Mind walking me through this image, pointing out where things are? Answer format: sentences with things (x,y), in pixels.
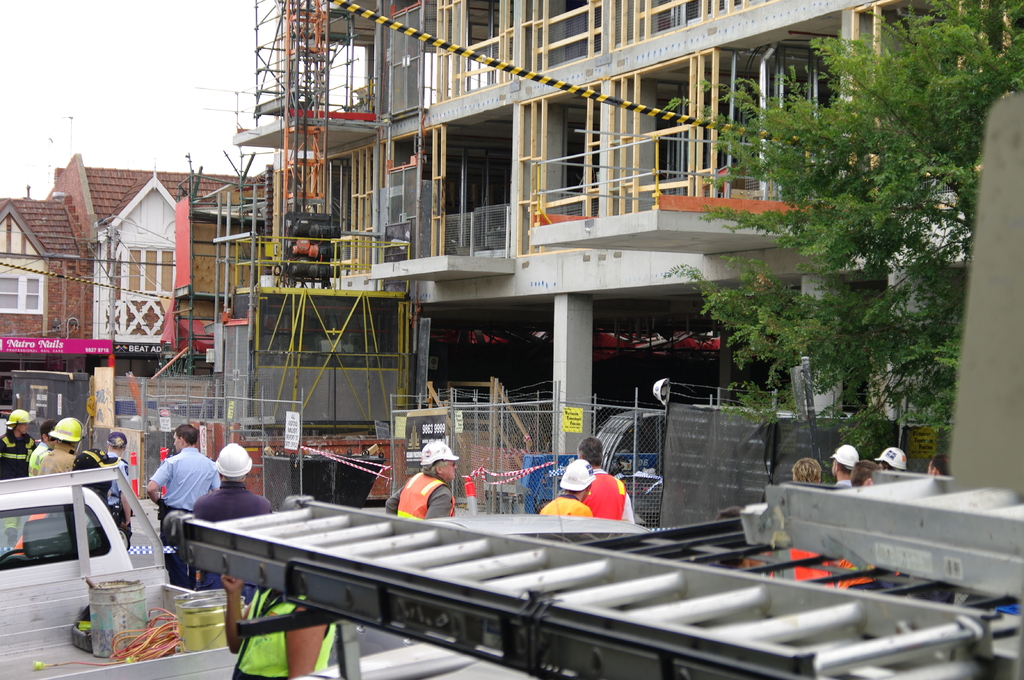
In this image we can see ladders (658,665), vehicles (57,633) in which some things (148,621) are kept, people (410,495) wearing helmets (905,454) are standing on the road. In the background (526,456), we can see fence (279,424), trees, buildings (643,197) and the sky (114,64).
